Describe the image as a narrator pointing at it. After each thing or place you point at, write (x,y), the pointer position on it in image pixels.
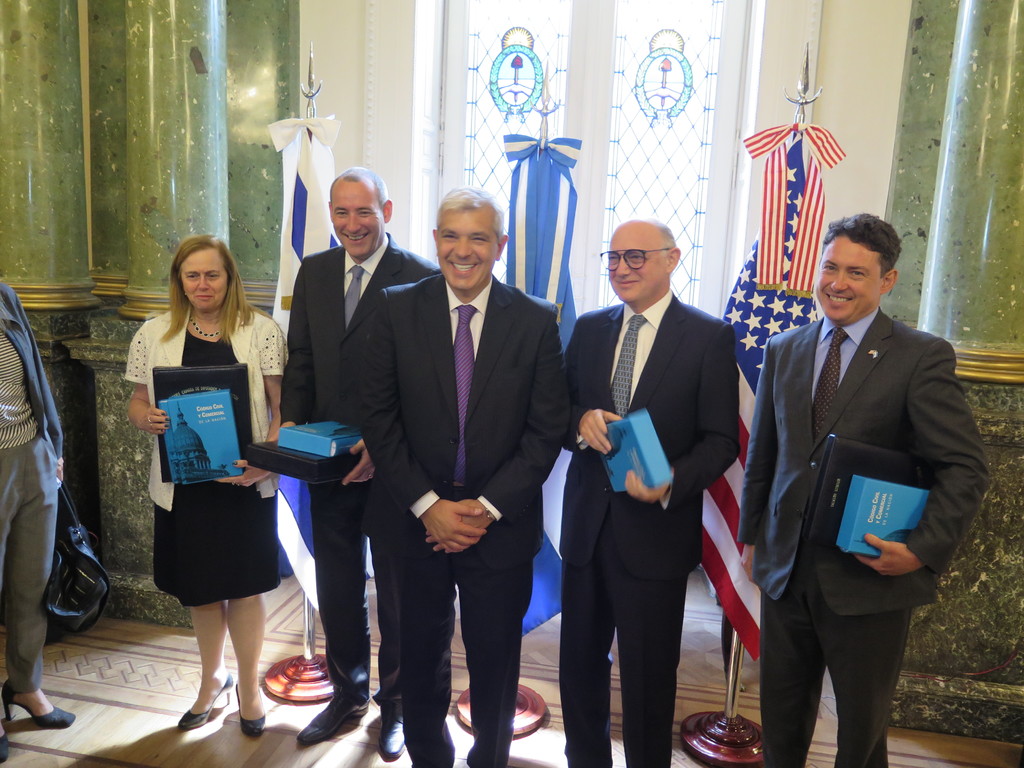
In this image we can see these people (736,357) wearing blazers (318,267) and this woman (132,417) wearing dress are holding some objects (239,389) and standing on the floor (252,748). Here we can see another person (33,474) standing. In the background (139,568), we can see the flags (295,187), pillars (259,21) and the glass windows (626,141).
